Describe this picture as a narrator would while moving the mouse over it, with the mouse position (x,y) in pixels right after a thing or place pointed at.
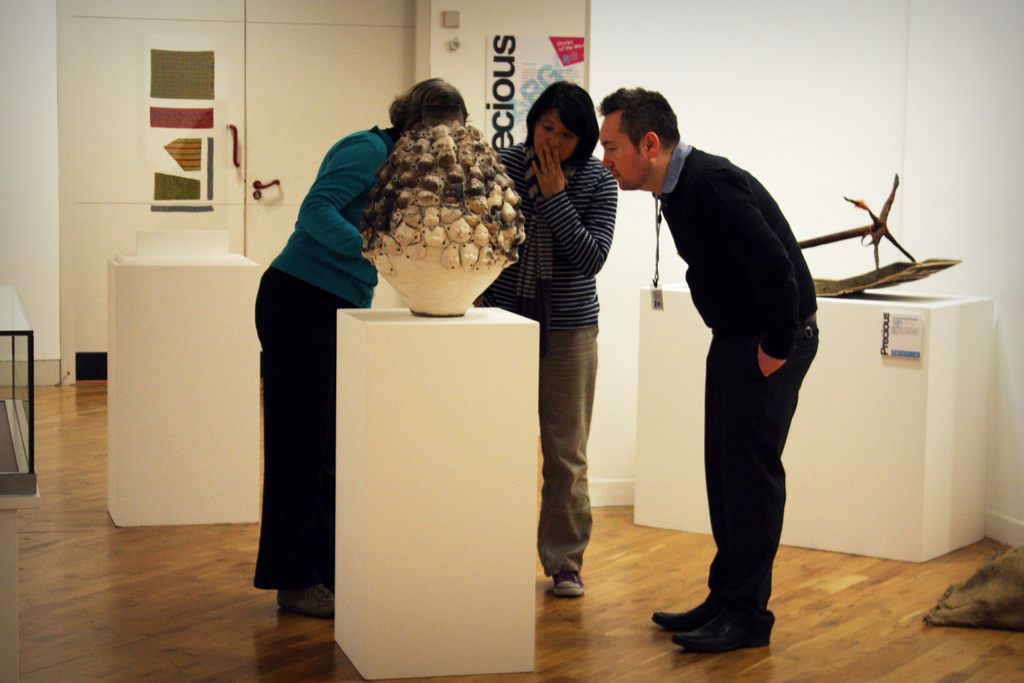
In this image we can see three people (577,365) standing. There is some object (449,302) on the white color surface (413,423). At the bottom of the image (618,661) there is wooden flooring (160,610). In the background of the image (32,144) there is wall (45,145). There are posters (558,50) on the wall (441,41). There is a door (302,146). To the right side of the image (942,297) there is some object (859,284) on the white color surface (824,300).
